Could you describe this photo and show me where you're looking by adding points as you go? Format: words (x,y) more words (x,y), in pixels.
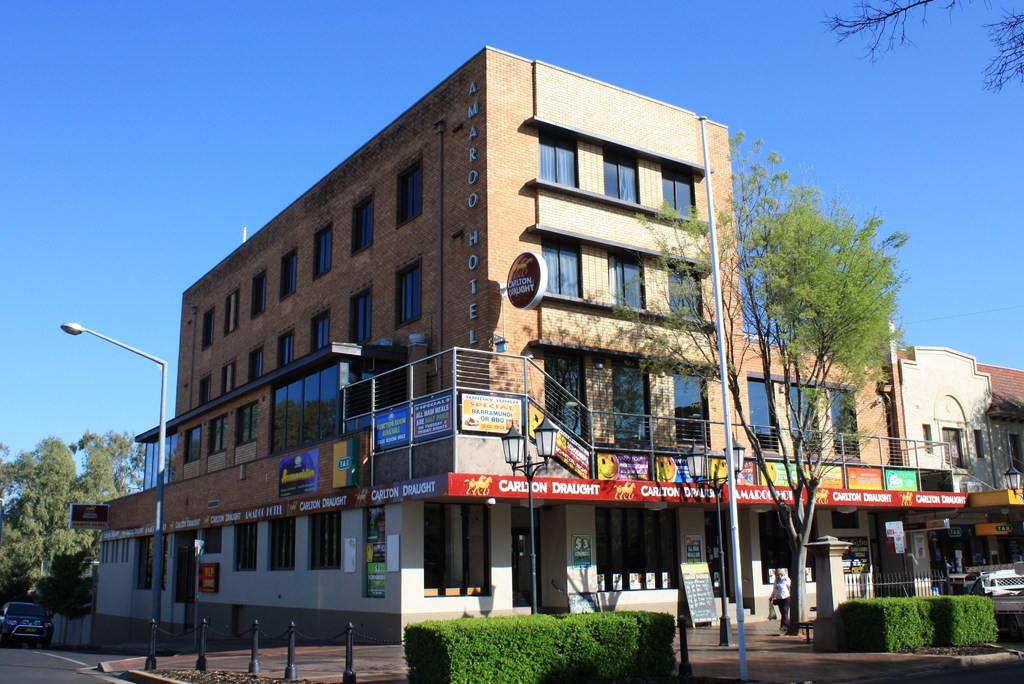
In this picture I can see buildings (526,395), poles (195,597), street lights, trees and sky (624,78). On the left side (5,626) I can see car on the road (61,655). In the background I can see poles (288,668) and plants (641,651).
